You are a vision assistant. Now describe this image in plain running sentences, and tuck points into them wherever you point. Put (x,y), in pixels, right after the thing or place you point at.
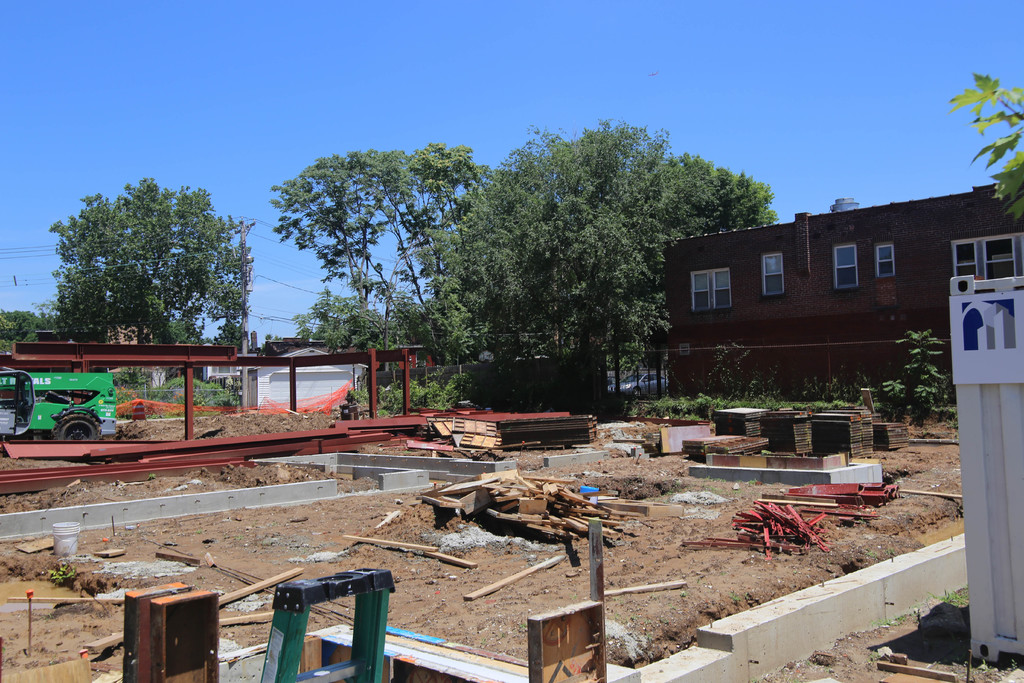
In this image we can see houses (747,360), windows (778,257), plants (761,380), trees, there are wooden sticks (548,516), there is a ladder (306,637), poles (187,439), there is a vehicle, also we can see the sky (701,106).
